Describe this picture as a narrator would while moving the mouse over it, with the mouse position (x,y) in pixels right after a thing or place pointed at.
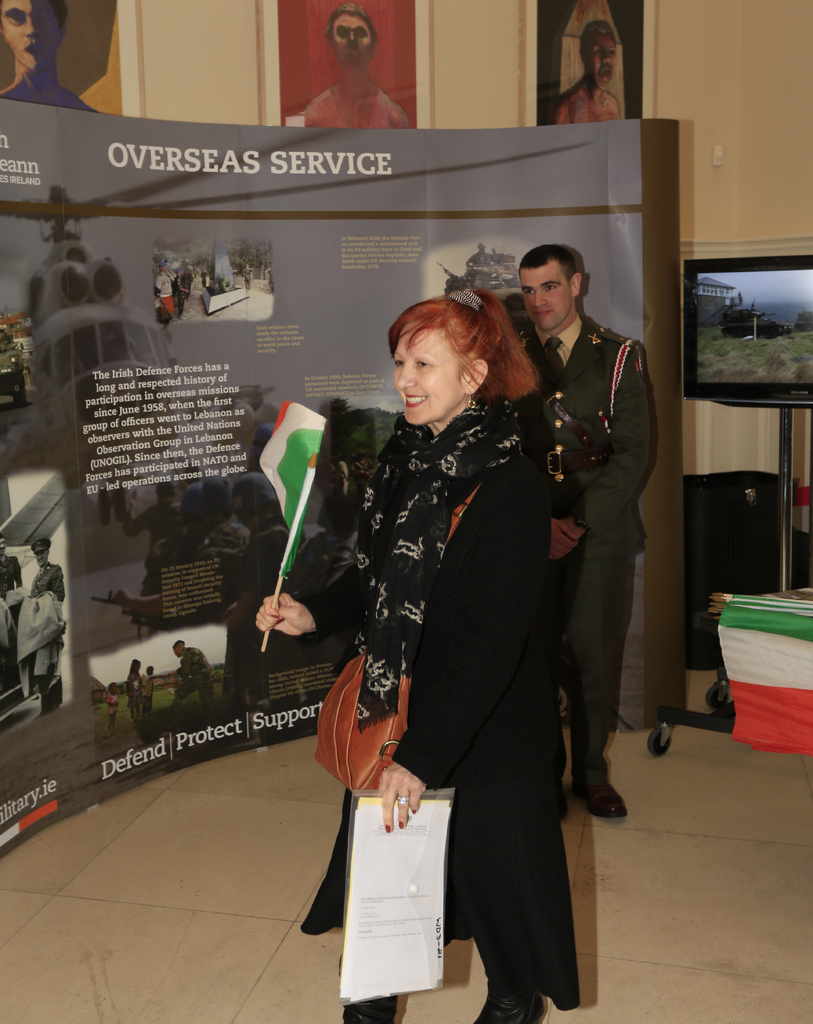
There is one woman (426,729) standing and holding papers (430,830) at the bottom of this image (465,814). We can see a wall poster (510,293) as we can see on the left side of this image (150,396). There is a wall (789,201) in the background (632,44), we can see photo frames (379,32) attached to it. There is a television (721,342) on the right side of this image (757,322).
